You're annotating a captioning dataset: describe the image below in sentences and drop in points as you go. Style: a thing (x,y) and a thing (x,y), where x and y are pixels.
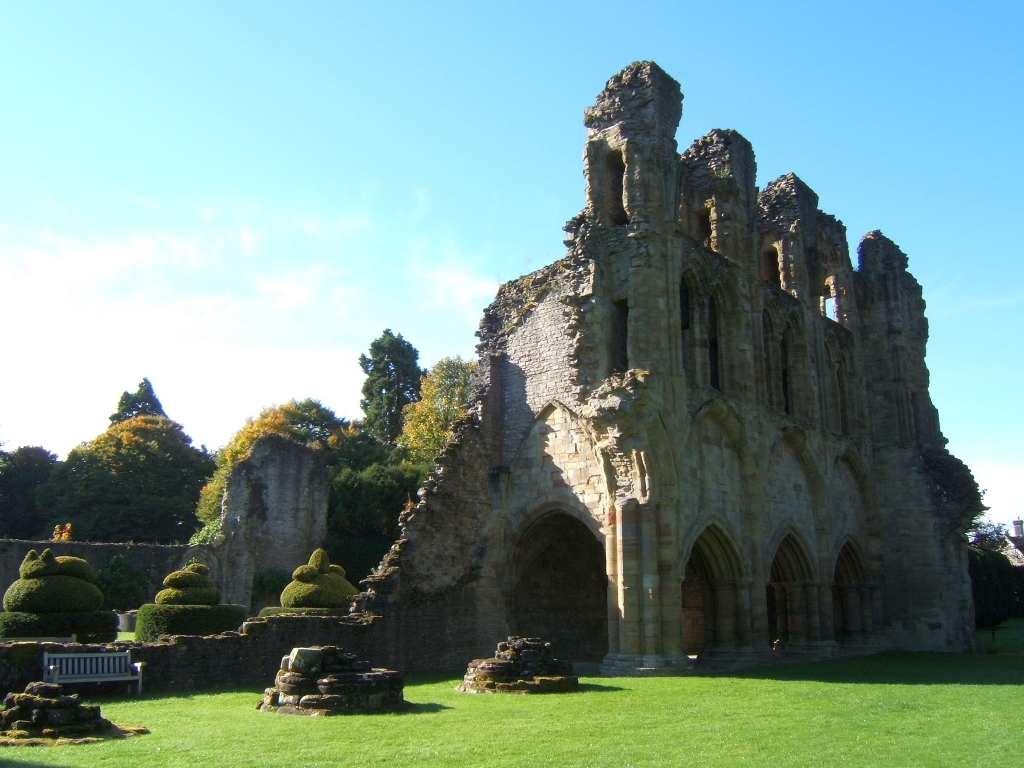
In this picture we can see an old architecture building (693,488) and in front of the building (548,613) there is a bench (128,671) on the grass path (132,693), stones (69,703) and behind the building (626,398) there are trees (144,454) and a sky (240,262).
